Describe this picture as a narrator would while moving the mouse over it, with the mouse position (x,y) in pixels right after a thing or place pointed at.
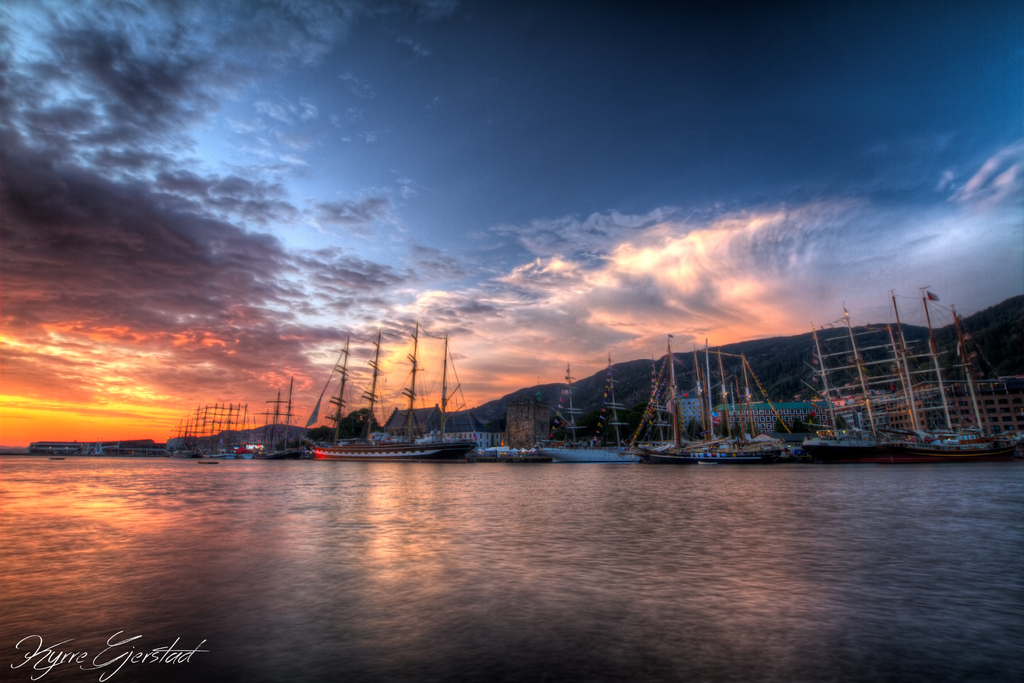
In this image we can see some ships (572,404), mountains (545,404) and other objects (538,435). At the bottom of the image (638,557) there is water (465,519). At the top of the image (691,98) there is the sky (527,241). On the image there is a watermark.
